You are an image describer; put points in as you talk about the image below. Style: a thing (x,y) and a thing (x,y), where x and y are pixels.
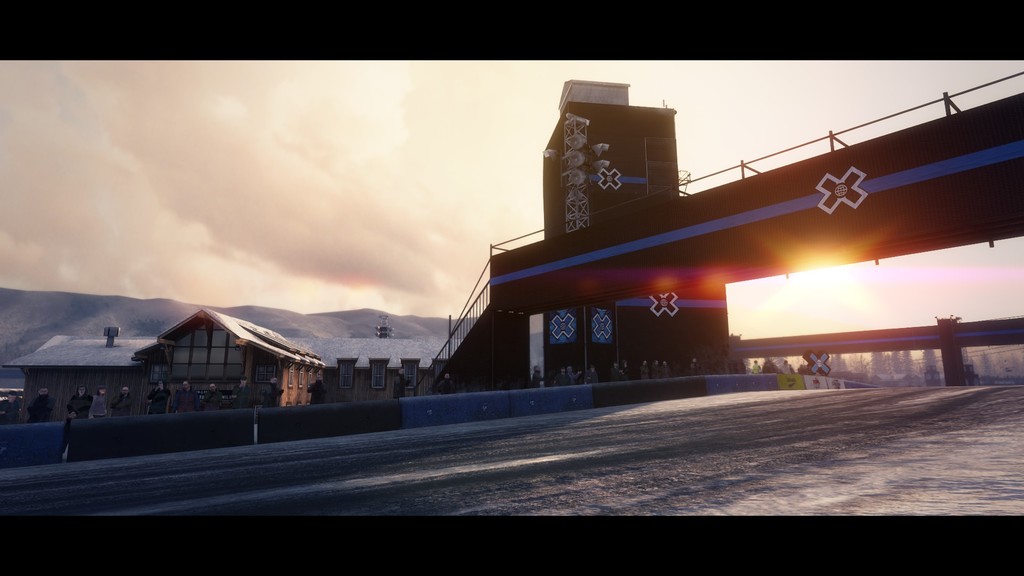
This picture shows a foot over bridge (722,254) and we see houses (404,338), Trees (882,366) and a cloudy sky (310,234) and we see hills (18,303) and snow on the road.
